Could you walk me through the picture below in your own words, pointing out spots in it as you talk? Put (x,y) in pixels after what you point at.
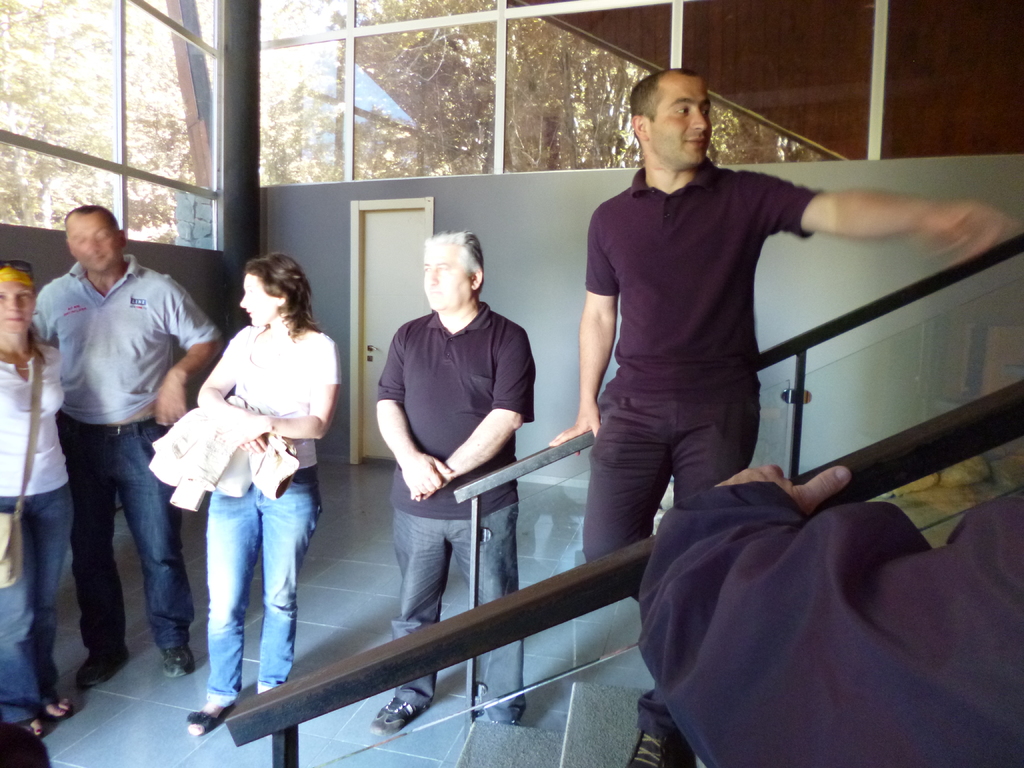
This image is taken indoors. At the bottom of the image (143,724) there is a floor (121,735) and there is a staircase (601,699) with railing (873,382). In the background (1005,196) there is a wall (321,216) with windows (157,114) and a door (405,259). In the middle of the image (670,410) three men (84,302) and two women (32,475) are standing on the floor (86,708) and there is a person (843,651) on the staircase (863,317).
